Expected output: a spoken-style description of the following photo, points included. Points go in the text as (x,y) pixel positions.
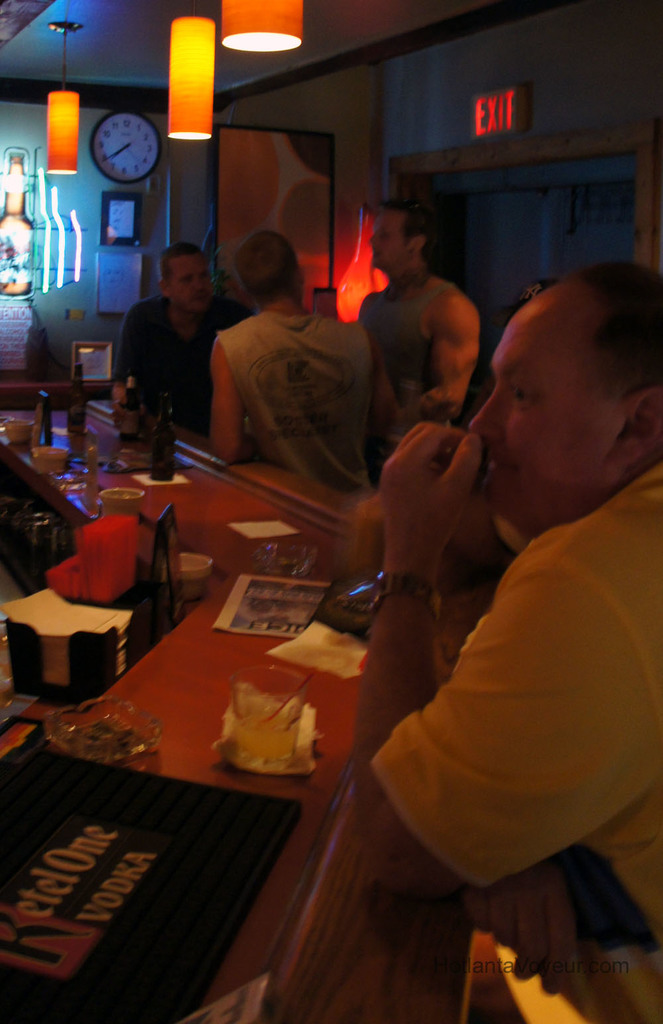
In this image I can see a person (548,646) wearing a yellow t-shirt (534,667) and a watch (424,599) is sitting on a chair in front of a table (280,778), on the table (274,784) I can see a glass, a paper (242,591), few bowls (203,559) and few bottles (135,433). In the background (416,367) I can see few other persons (281,364) standing, the wall (385,136), the exit board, the door (514,239), a clock (144,134), few photo frames (122,221), few lamps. and the ceiling (136,64).
